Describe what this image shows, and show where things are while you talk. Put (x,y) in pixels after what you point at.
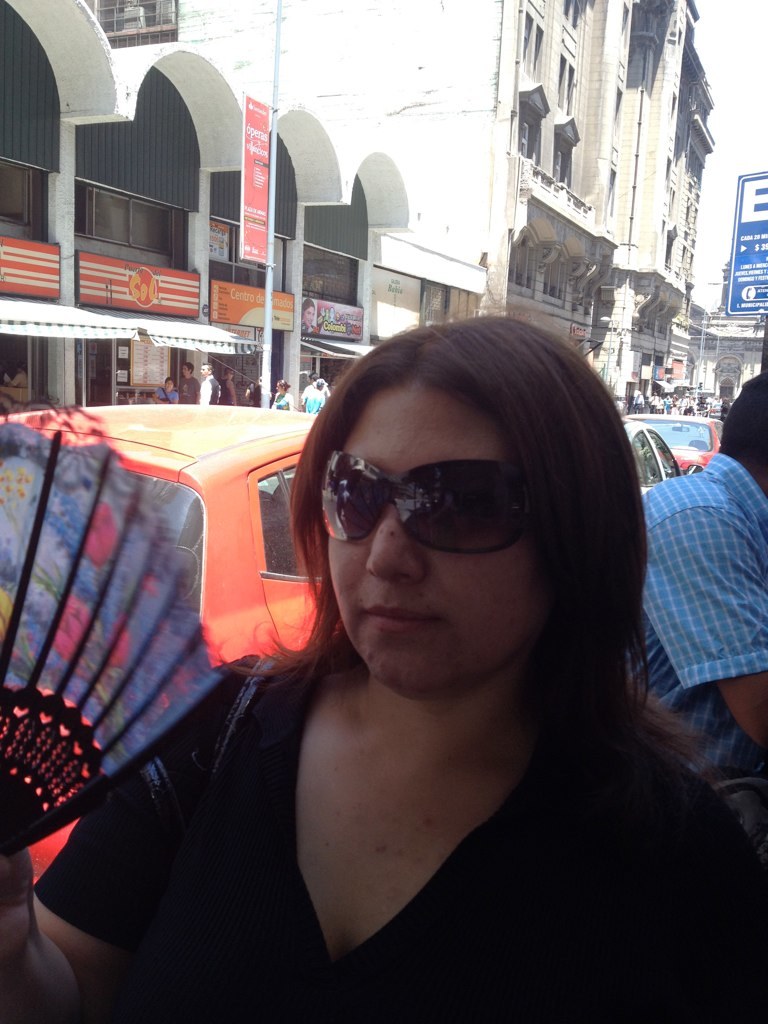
In front of the image there is a woman (340,638), behind the woman (529,430) there are a few people (223,382) walking on the pavements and there are few cars (202,449) on the roads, in the background of the image (258,373) there are sign boards (250,129), lamp posts (266,350) and buildings (230,253). In front of the buildings (306,221) there are tents (247,340) and shops (182,320), on the shops (252,375) there are name boards (236,312).
